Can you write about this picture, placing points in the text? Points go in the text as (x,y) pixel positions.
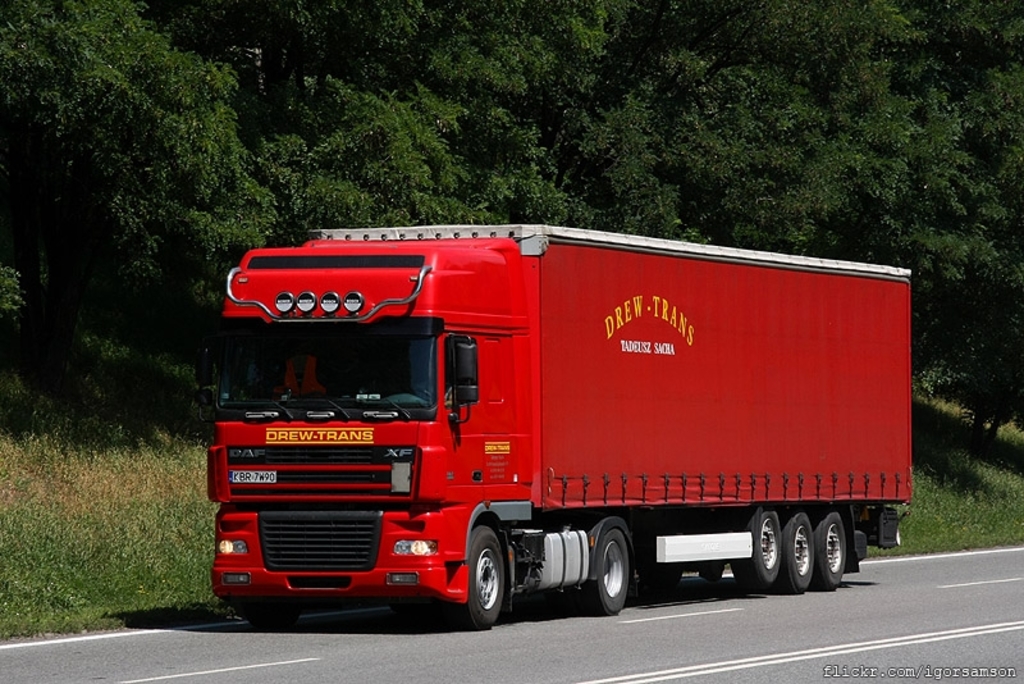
In this image in the center (442,340) there is one vehicle (647,490) on the road (978,610) in the background (421,171) there are some trees (970,344) and grass (62,563).
